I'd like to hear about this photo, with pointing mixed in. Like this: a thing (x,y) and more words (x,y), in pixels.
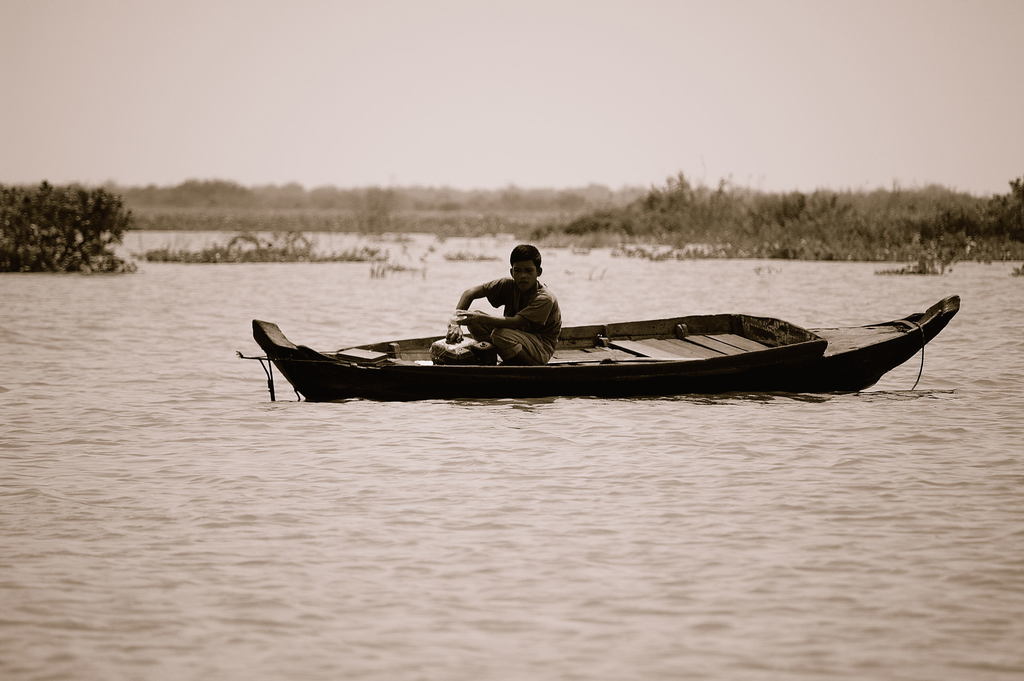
In the picture we can see the water surface (85,486) with a boat (635,353) and a boy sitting on it and in the background (859,222), we can see plants (364,194) and far away from it we can see the sky (608,178).
